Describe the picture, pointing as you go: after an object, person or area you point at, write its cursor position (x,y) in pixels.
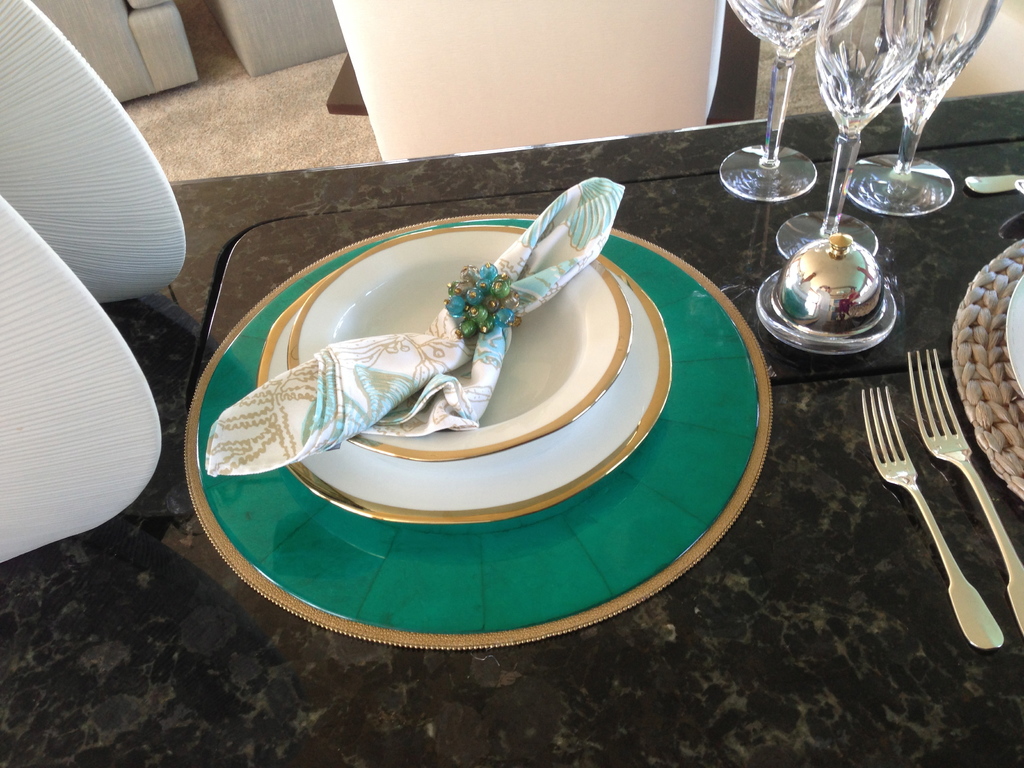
This looks like a table (494,666). I can see two forks (900,460), wine glasses (924,89), dining table mats (976,339), plate (553,497), bowl (490,445), napkin (442,377) and few other things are placed on the table (684,608). On the left side of the image (77,357), that looks like an object (71,340), which is white in color.
